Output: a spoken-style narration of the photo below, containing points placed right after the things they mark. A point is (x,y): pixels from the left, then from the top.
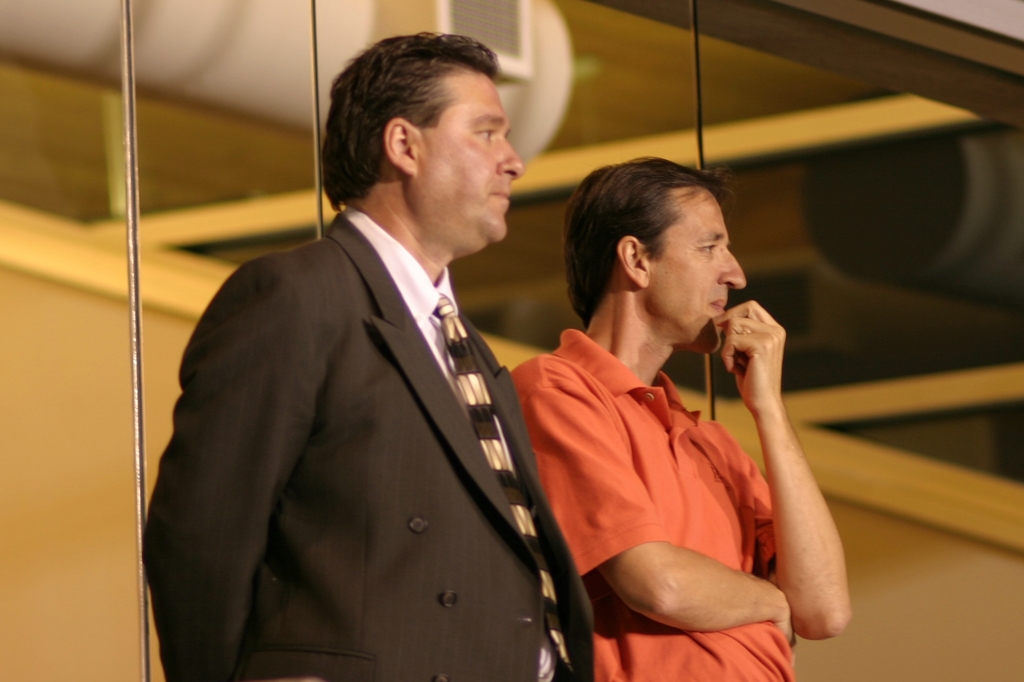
In the image we can see two men (532,540) standing and wearing clothes (505,564). Here we can see the glass wall (764,77) and the background (161,153) is blurred.
